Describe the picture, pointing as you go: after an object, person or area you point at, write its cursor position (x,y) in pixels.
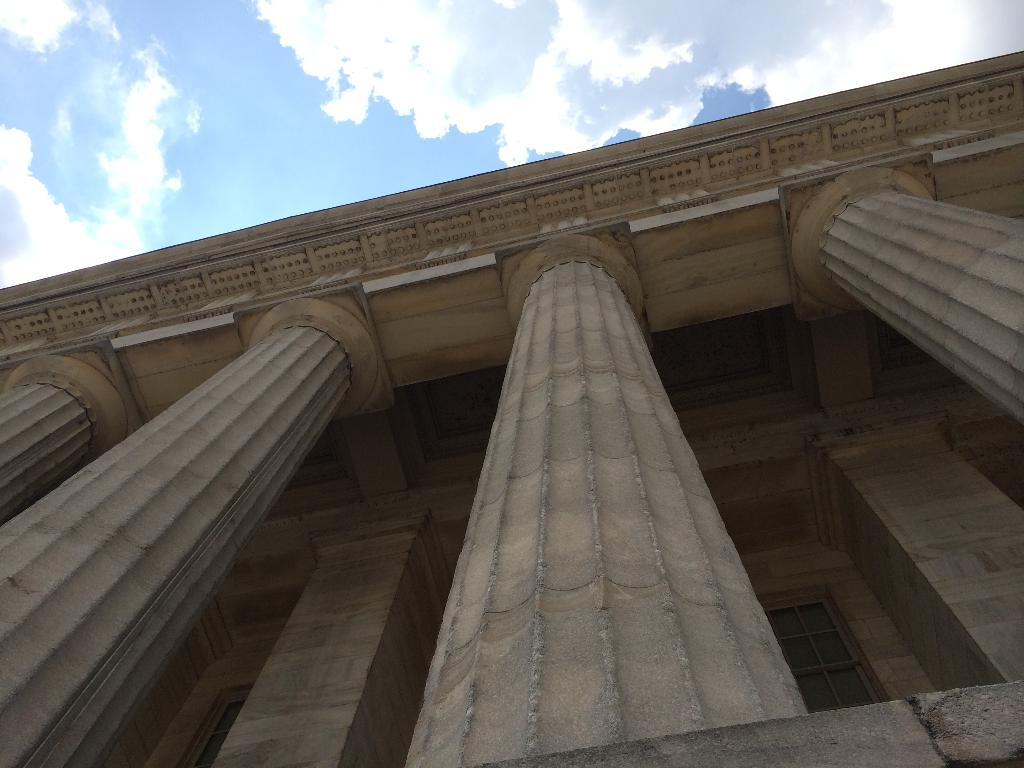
In the image we can see a building (417,346). Behind the building (152,400) there are some clouds (413,16) and sky (78,32).
